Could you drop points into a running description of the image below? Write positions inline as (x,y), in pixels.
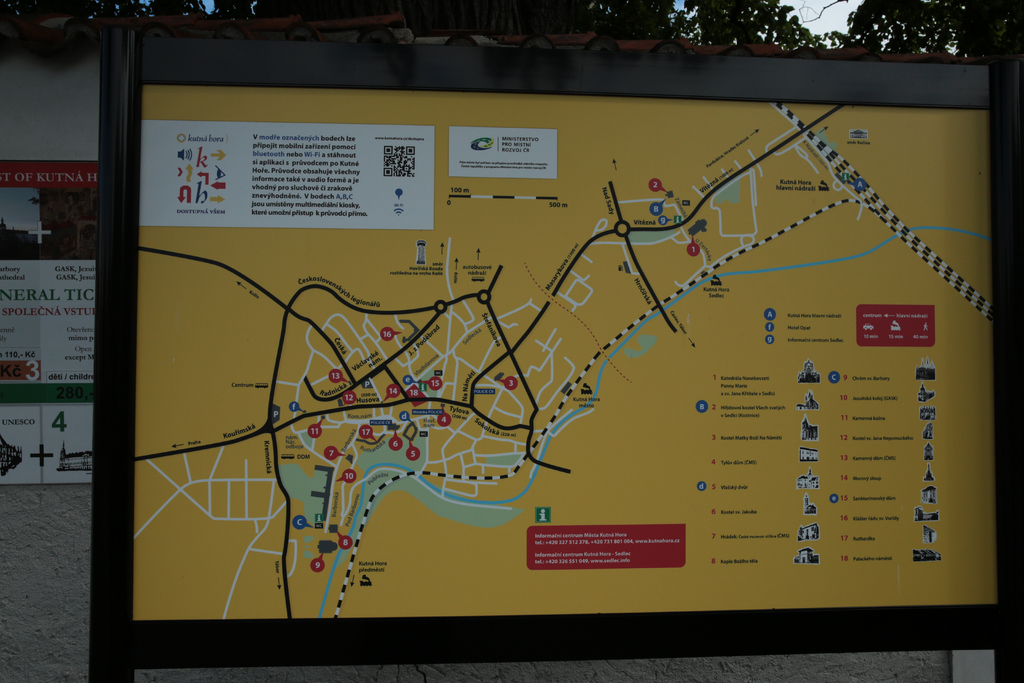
In this image there is a board (691,437) attached to the poles (91,660). On the board (449,408) there is a route map (414,328) of a place. Right side of the board (793,495) there is some text (787,536) on it. Left side (9,267) there is a banner (42,276) on the wall (39,496). Background (956,6) there are few trees (925,32).
